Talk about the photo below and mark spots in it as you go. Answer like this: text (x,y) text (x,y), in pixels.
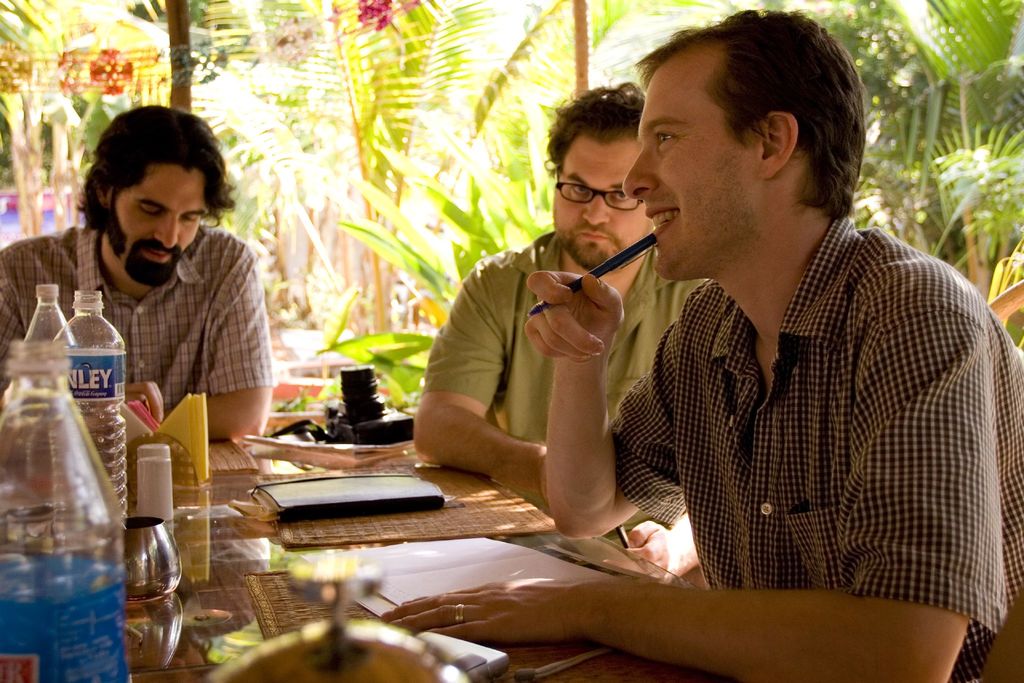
In this picture we can see three persons (594,476) sitting on the chairs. He hold a pen (601,267) with his hand (552,296). He has spectacles (578,204). This is the table (201,645), on the table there are bottles (65,674), paper (415,581), book (426,502), and a camera (367,400). On the background (356,123) we can see some trees (1009,268).
